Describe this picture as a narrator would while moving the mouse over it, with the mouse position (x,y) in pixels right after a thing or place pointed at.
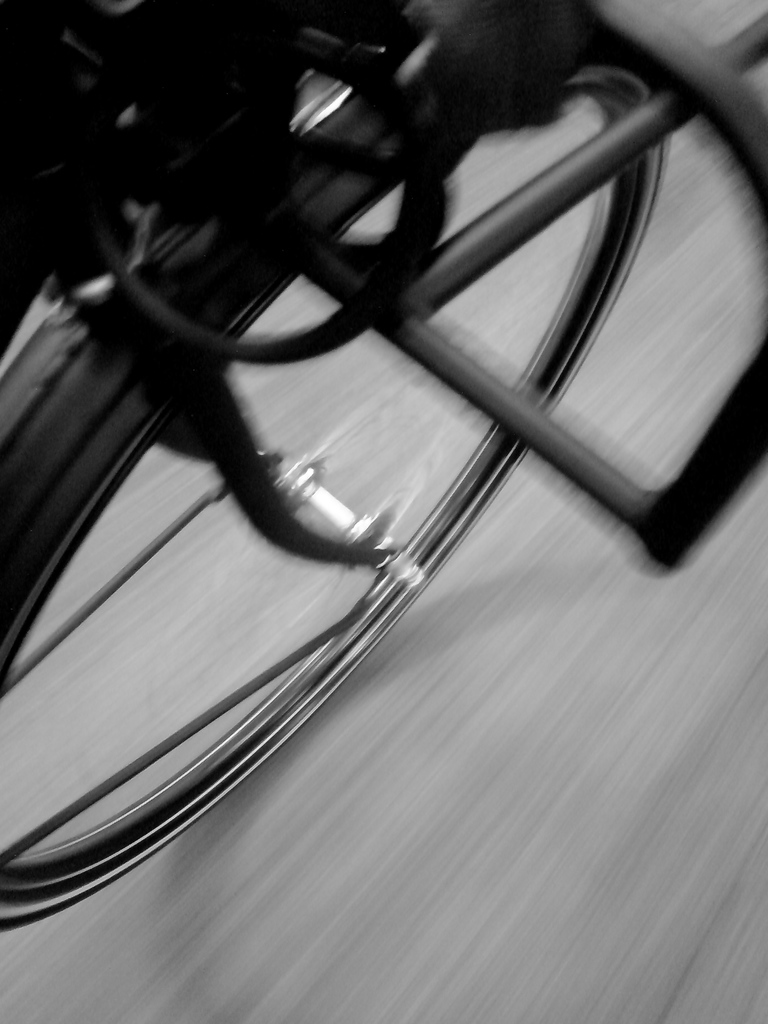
It is a black and white picture. In the center of the image (342,487) we can see one wheel (69,468) on the road (286,641). On the wheel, we can see some objects (111,98).
